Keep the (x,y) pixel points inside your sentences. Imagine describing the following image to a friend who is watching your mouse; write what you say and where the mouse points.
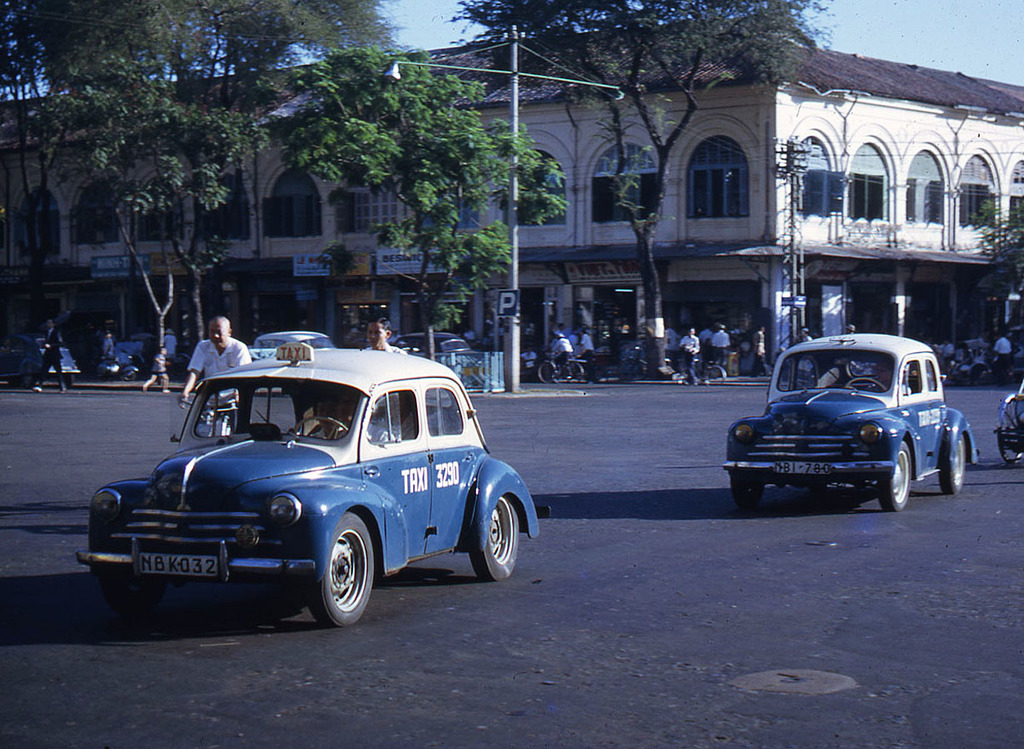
In this image we can see the street view (374,438). In the street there are trees (359,158), buildings (862,123), sky (409,47), electric poles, electric cables (529,49), persons (723,329) riding bicycles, motor vehicles (261,497), sign boards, name boards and bins (477,364).
